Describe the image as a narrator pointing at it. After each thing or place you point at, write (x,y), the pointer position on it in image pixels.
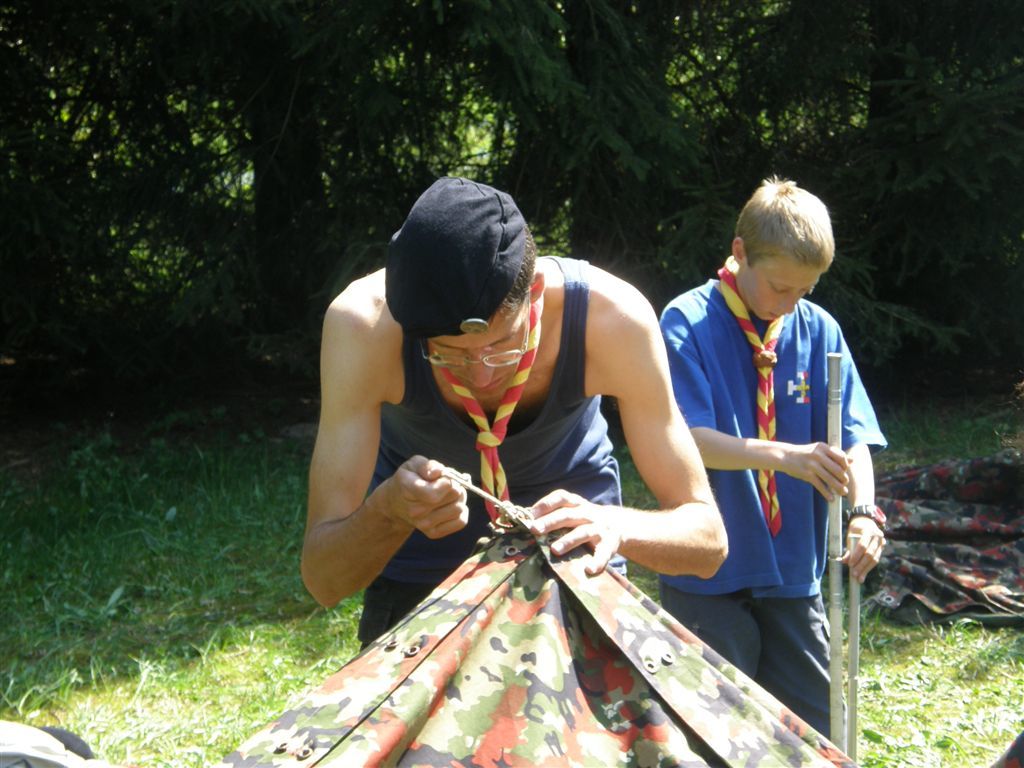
In this image, there is an outside view. In the foreground (811,430), there are two persons (741,380) preparing the tent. There is a person (691,366) on the right side of the image (801,336) holding sticks (839,451) with his hands (859,537). In the background (241,216), there are some trees (595,114).
